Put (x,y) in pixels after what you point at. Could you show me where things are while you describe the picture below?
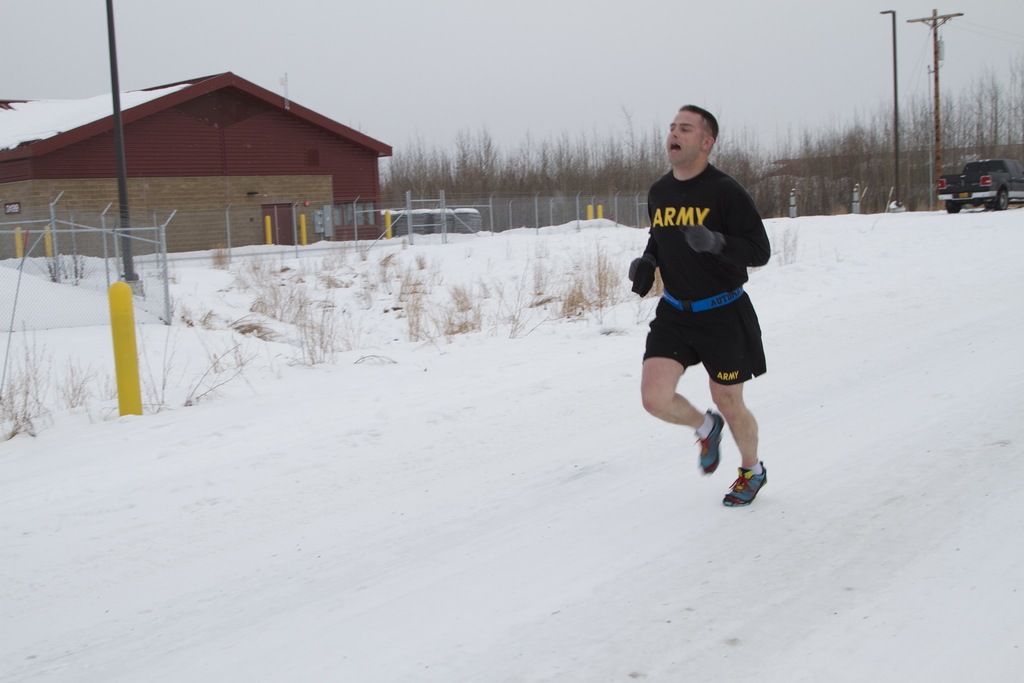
In the image there is a man (705,324) in black t-shirt (702,269) and short (727,346) running in the snow (646,417), on the left side (79,163) there is a godown (349,176) with fence (65,294) in front of it and on the right side (1015,140) there are dried trees (921,179) with a jeep (1003,189) in front of them and above its sky (464,52).
